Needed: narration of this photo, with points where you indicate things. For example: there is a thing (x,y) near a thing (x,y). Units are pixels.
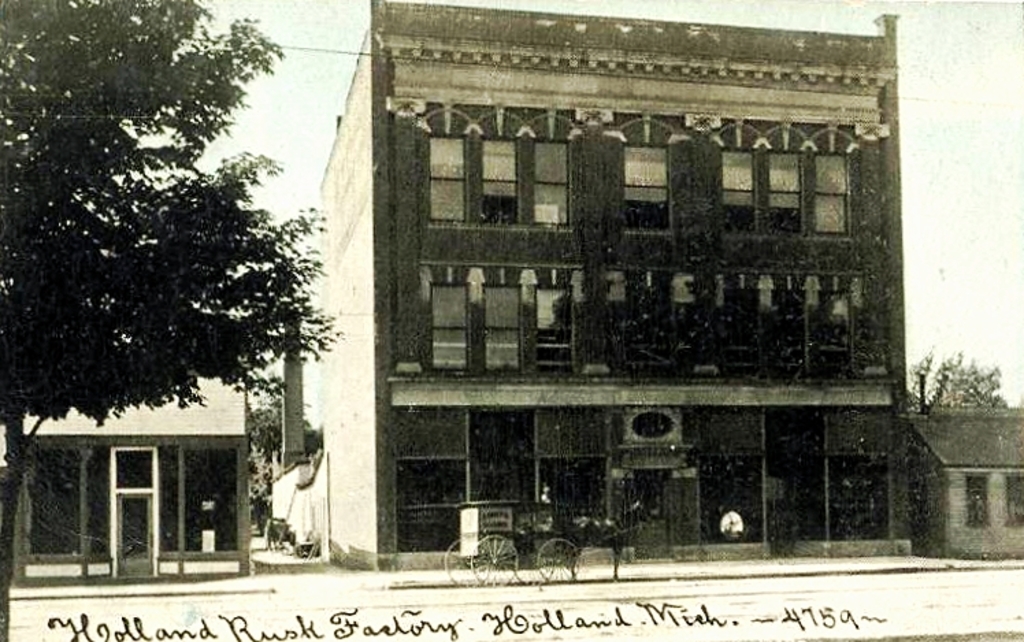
In this image we can see buildings (453,441), horse cart (544,531), sky (313,98), electric cable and trees (300,310).
